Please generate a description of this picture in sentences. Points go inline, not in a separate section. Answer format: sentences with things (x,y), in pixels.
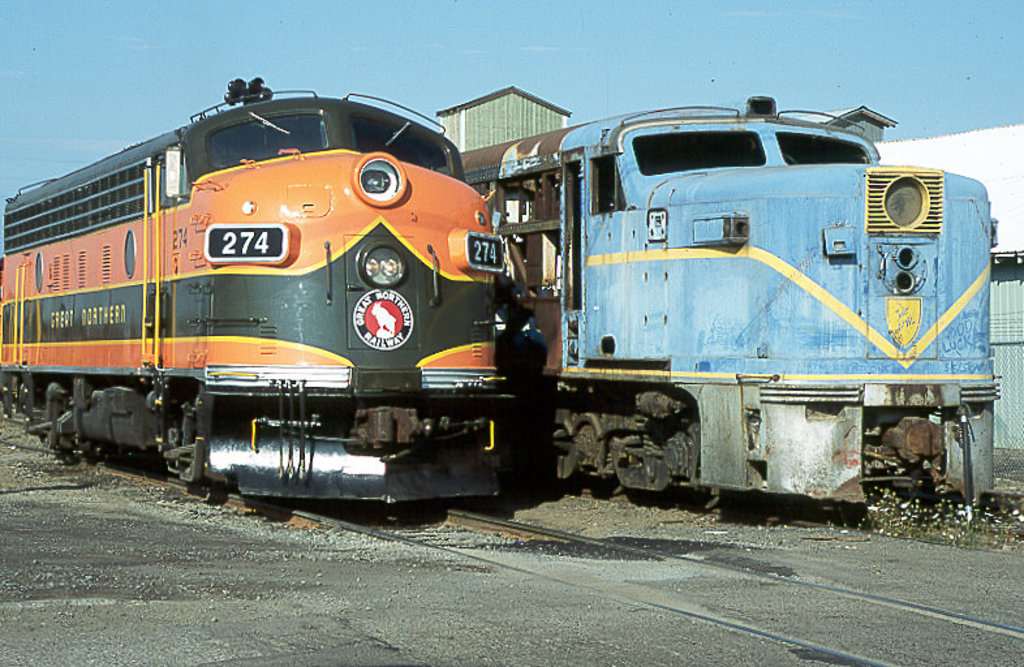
In this image there are two train engines (372,291) one beside the other. At the bottom (518,529) there is railway track (539,529). At the top (613,10) there is sky (630,29). In the background (528,101) there is a building (544,127).
